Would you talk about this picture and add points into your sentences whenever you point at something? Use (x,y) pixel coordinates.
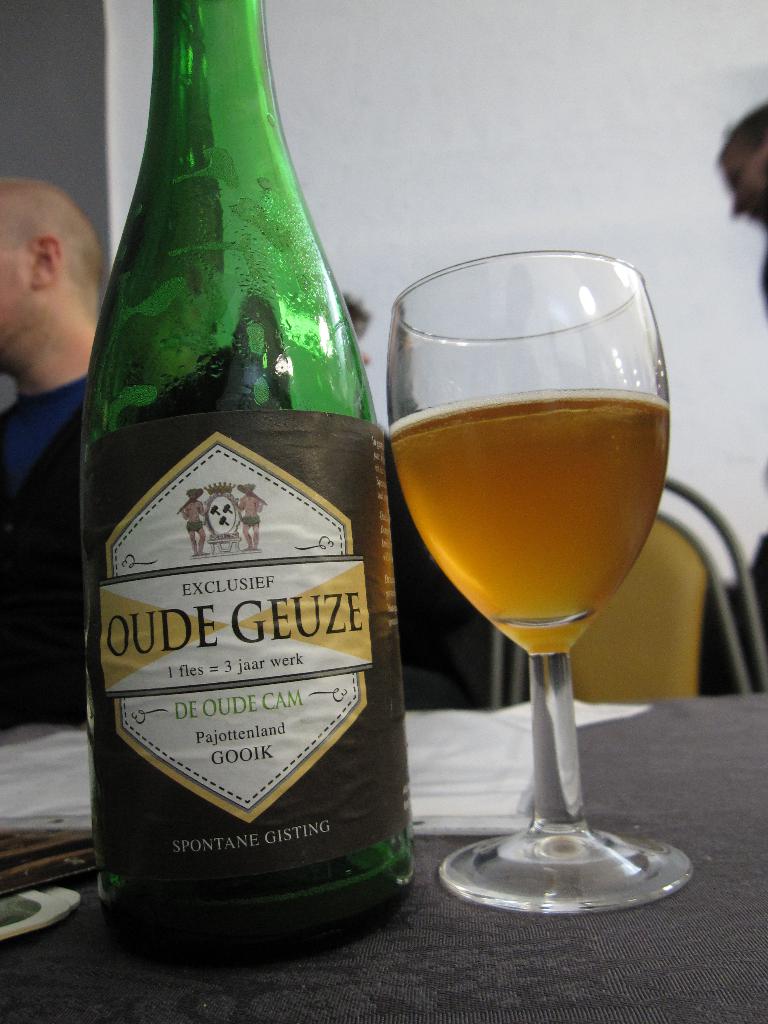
In this picture there is a bottle (208,31) at the left side of the image (88,535) and there is a glass (458,438) at the right side of the image (524,861), glass (426,472) contains drink (444,451) in it and this two are placed on a table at the center of the image (339,454), there are people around the area of the image.
